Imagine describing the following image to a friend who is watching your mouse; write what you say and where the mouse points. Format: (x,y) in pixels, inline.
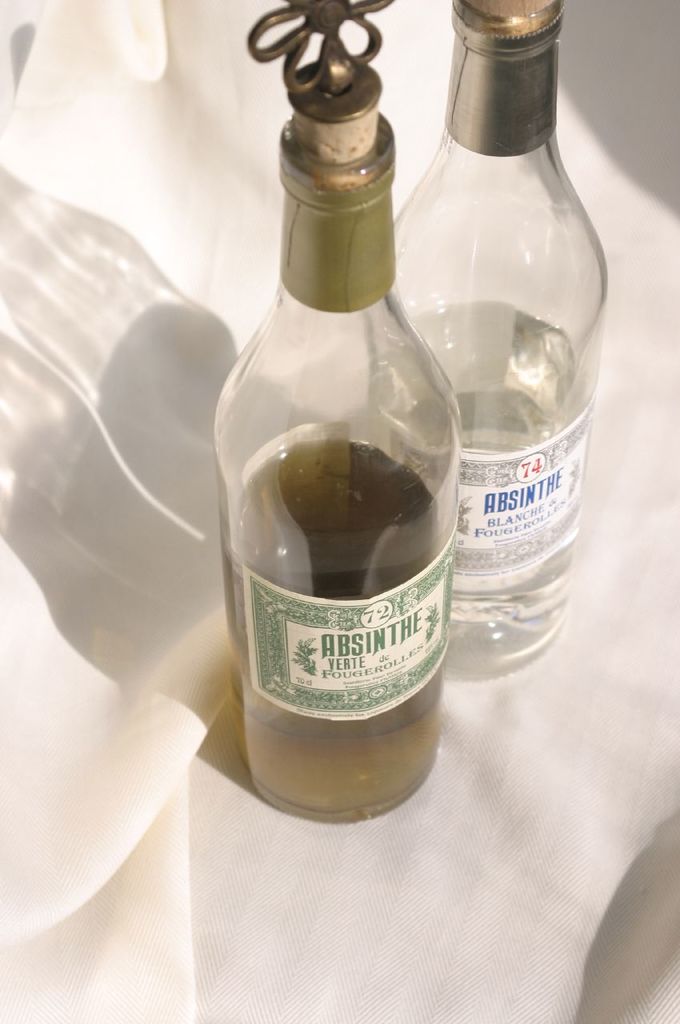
In this image I can see there are two glass bottles (359,508) and a white cloth (73,456).
